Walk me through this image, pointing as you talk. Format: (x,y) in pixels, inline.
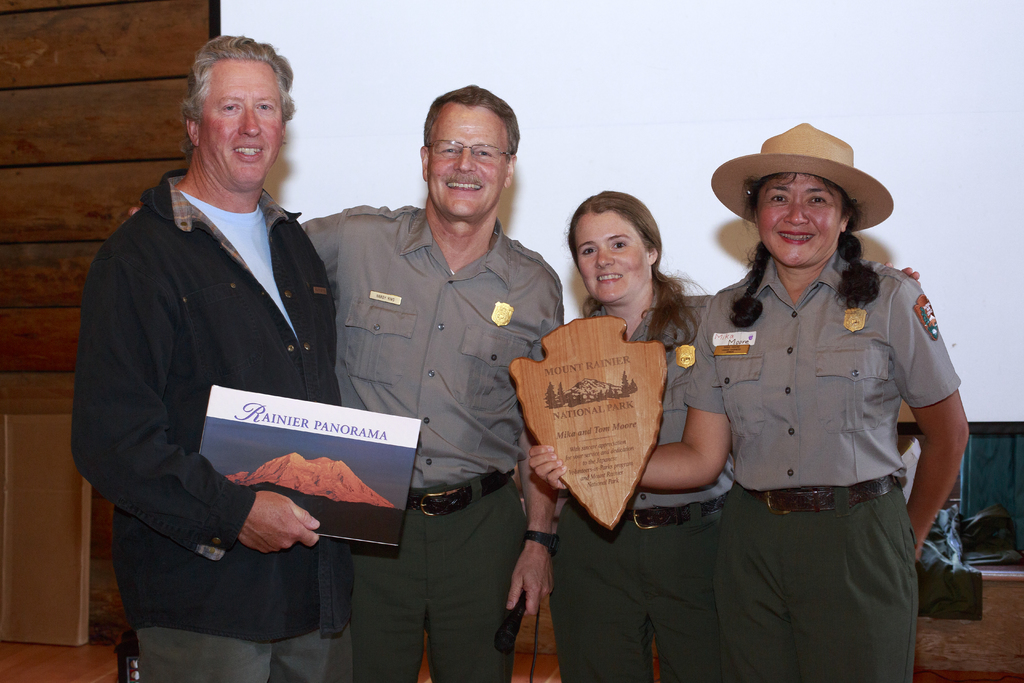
In this image, we can see people (758,218) and some are wearing uniforms (849,405) and holding boards (618,466) with some text (606,458) and one of them is wearing a hat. In the background (966,564), there are some objects (960,543) and we can see a cardboard (51,544) and there is a wall (58,390).
